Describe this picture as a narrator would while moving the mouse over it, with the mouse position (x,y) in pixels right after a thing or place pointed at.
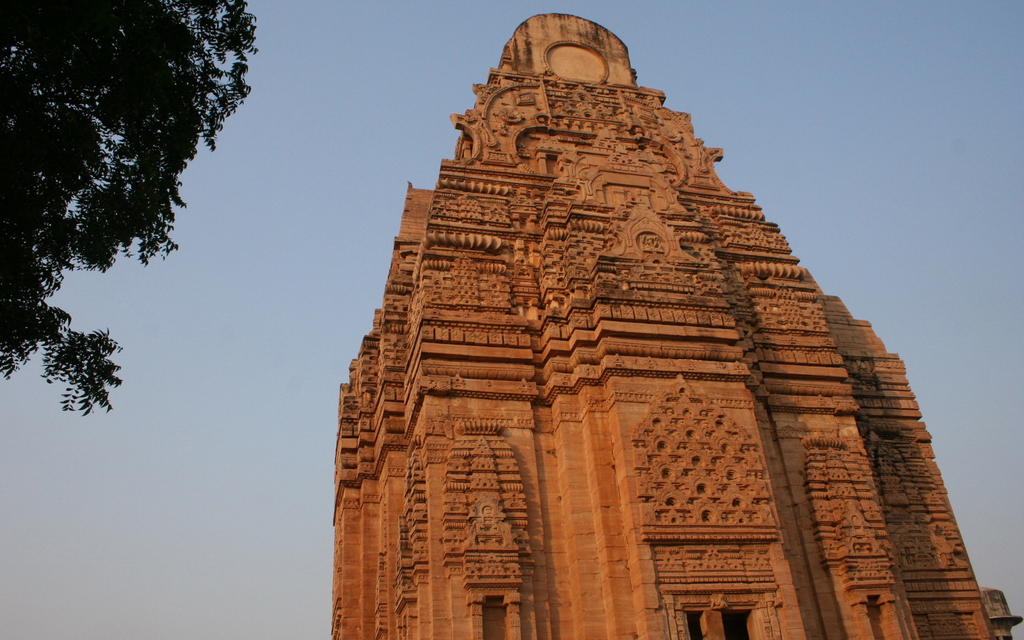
On the right side (746,468) it is a monument (722,512), on the left side (153,161) there is a tree (170,153) and this is the sky (331,166) at the top (309,178).
